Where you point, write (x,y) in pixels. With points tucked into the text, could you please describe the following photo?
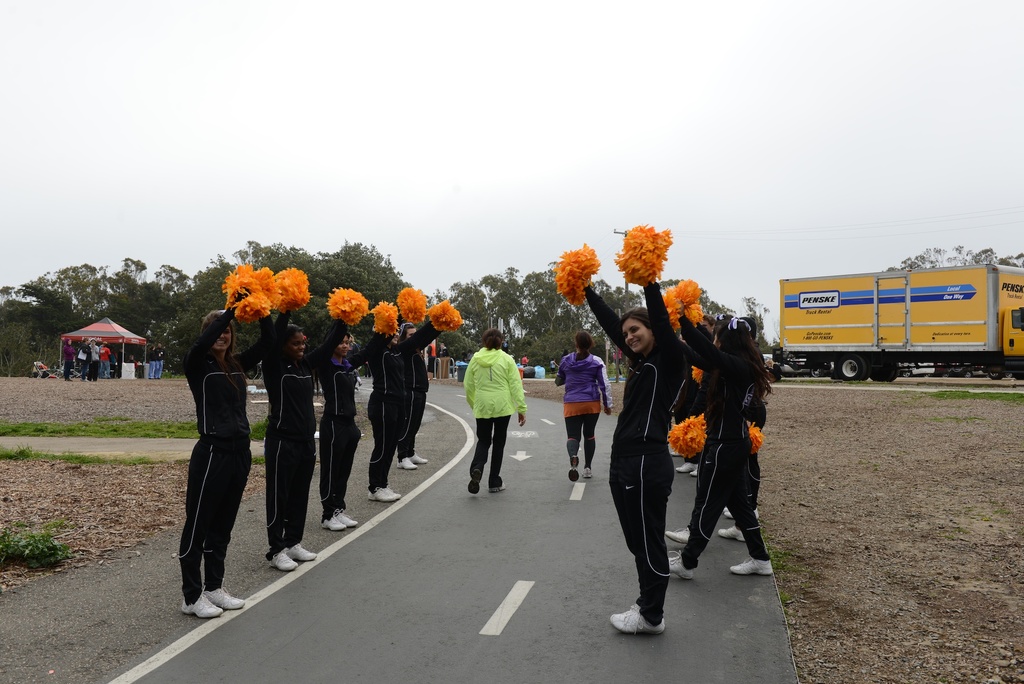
This is the picture of outside of the city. In this image there are group of people (214,567) standing and holding the cheer poms (760,438) and there are two persons (497,347) walking on the road (520,527). On the left side of the image (129,355) there are group of people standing under the tent (90,338). On the right side of the image (1021,363) there is a truck (841,367) and there are some other vehicles (982,374). At the back (96,314) there are trees (707,306). At the top (396,164) there is sky (400,130). At the bottom (402,637) there is a road (417,646) and there is grass (146,433) and mud (141,489).
